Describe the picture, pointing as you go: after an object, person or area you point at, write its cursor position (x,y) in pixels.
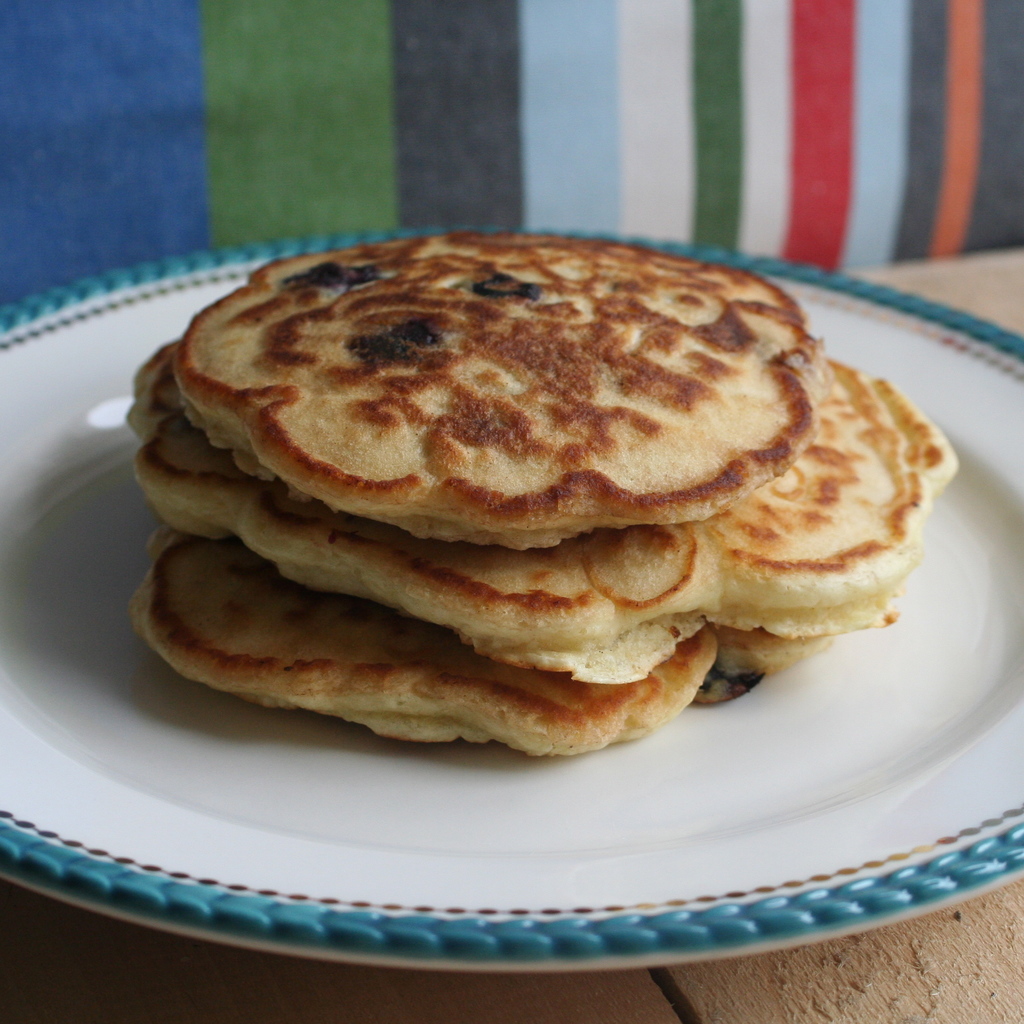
In this image I can see a white colour plate (637,948) and in it I can see food (336,401). On the top side of the image (428,161) I can see a colourful thing (701,123).
